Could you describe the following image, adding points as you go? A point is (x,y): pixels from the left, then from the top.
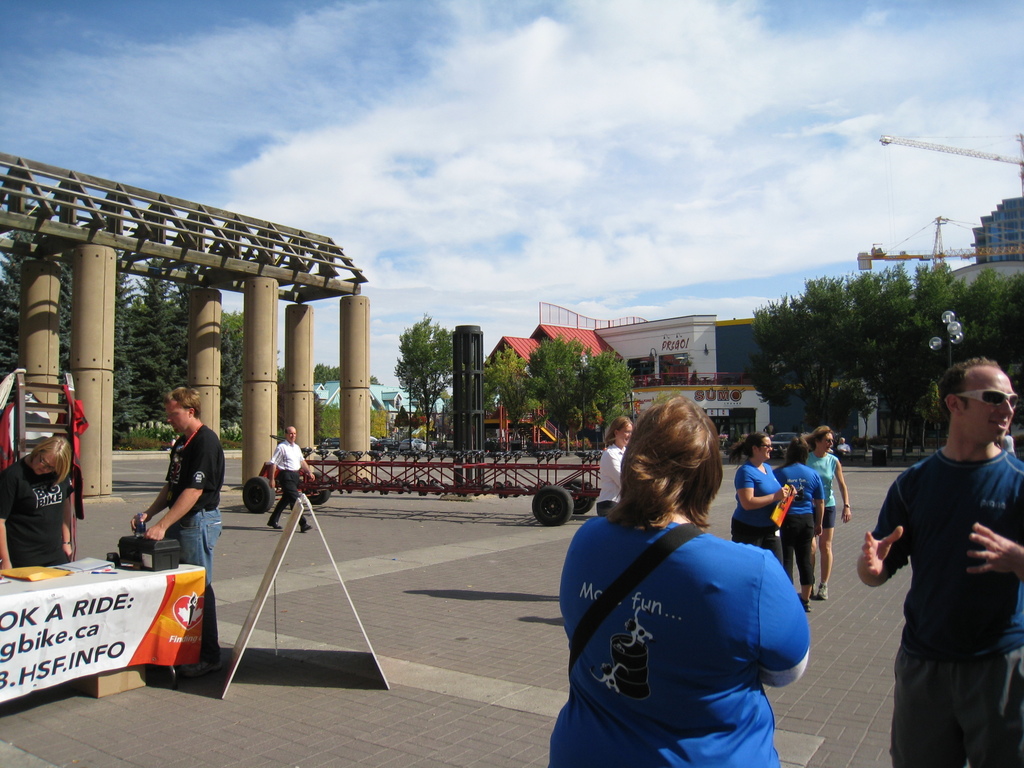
In this image there are persons (764,590) standing on the road (484,679). Beside them there is a vehicle (503,491). At the left side of the image (116,583) there is a table (87,577) and on top of it there are few objects (120,558). Beside the table (106,577) two people (199,482) are standing. At the back side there is a arch (355,391). At the background (575,331) there are trees (911,348), buildings (718,344), sky (547,125).
